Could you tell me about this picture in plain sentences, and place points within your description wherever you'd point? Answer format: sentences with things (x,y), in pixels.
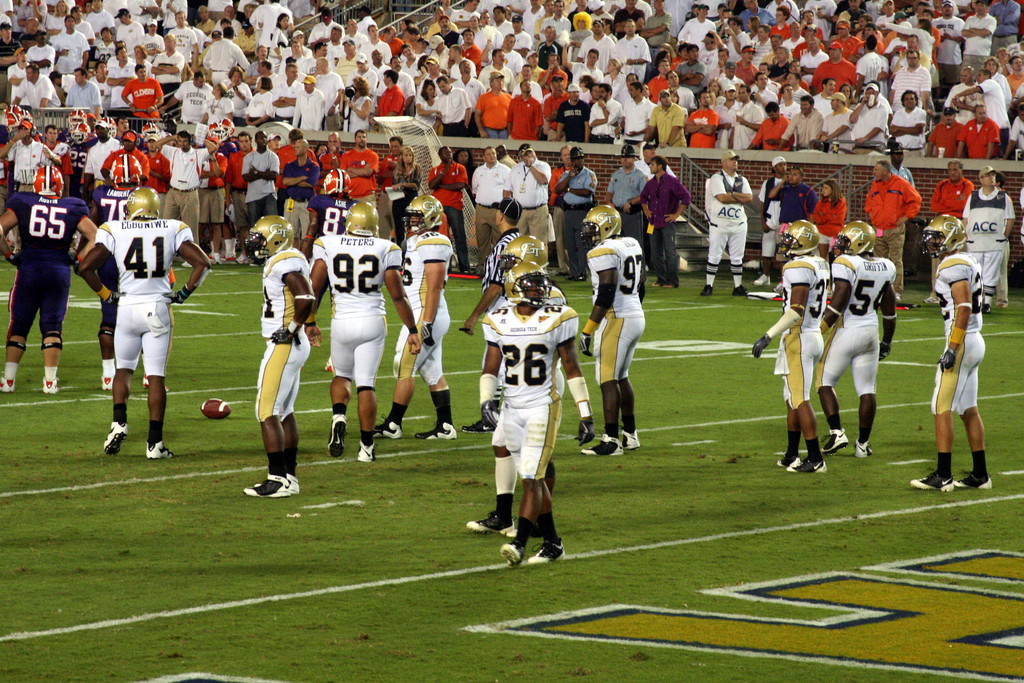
In this picture I can see there are a group of players (403,381) standing in the playground (527,581), they are wearing jerseys (548,401) and they are football players (398,301). There are few people (218,167) standing in the backdrop (254,172).
